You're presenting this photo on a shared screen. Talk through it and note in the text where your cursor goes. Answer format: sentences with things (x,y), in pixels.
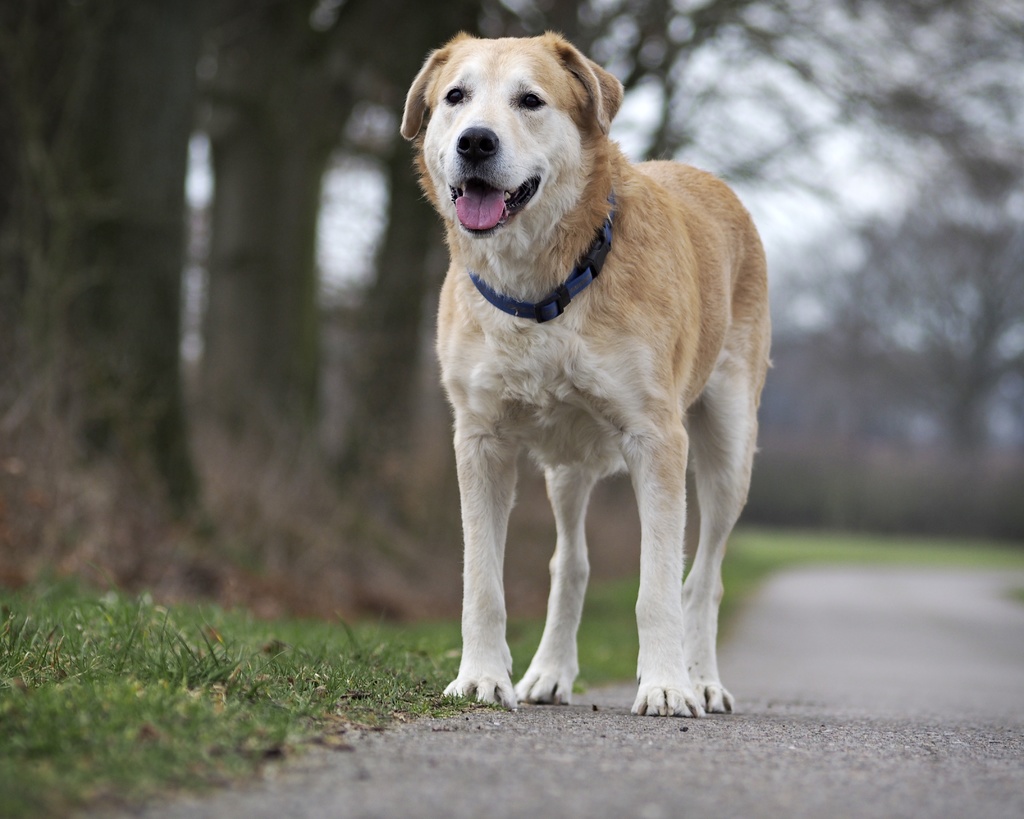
In this picture I can see there is a dog (637,392) standing here and on the left (220,618) there is grass (119,655) and trees (275,337). The sky (817,100) is overcast.
